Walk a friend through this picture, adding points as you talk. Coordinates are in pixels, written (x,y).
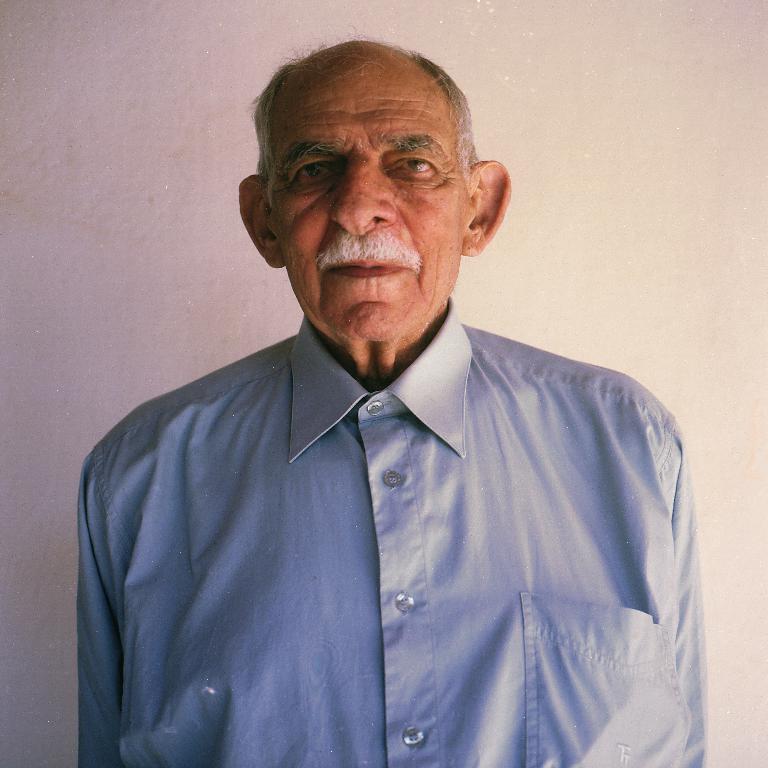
In the center of the image (406,332) we can see an old man (288,506) wearing shirt (456,552). In the background (158,291) there is a plain wall (612,220).
